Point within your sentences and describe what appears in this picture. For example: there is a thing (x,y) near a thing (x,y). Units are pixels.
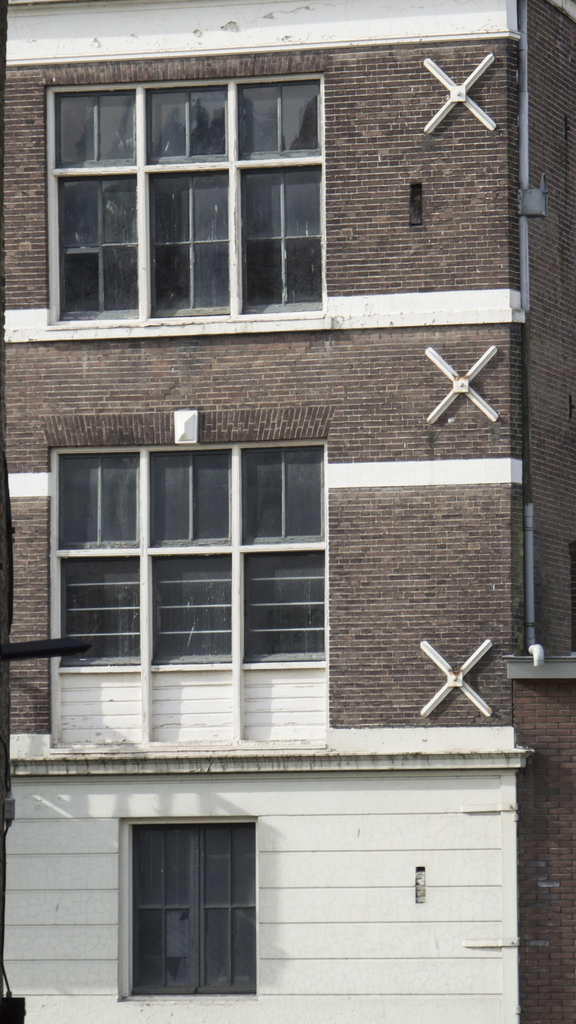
This is a picture of a building (236,409) with windows (80,631) and pipes (533,629).
